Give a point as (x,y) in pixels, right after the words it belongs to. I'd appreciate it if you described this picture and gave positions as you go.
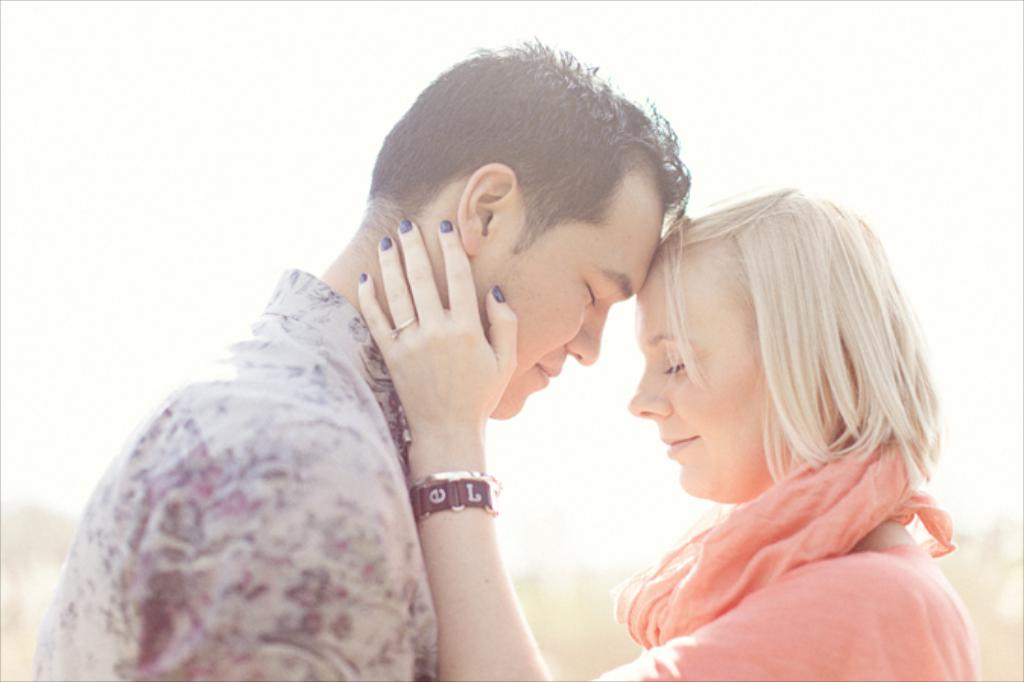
This image consists of a man (227,373) and woman (441,385). She is wearing pink dress (832,565) and holding his face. In the background (207,151), there is sky (467,47).
